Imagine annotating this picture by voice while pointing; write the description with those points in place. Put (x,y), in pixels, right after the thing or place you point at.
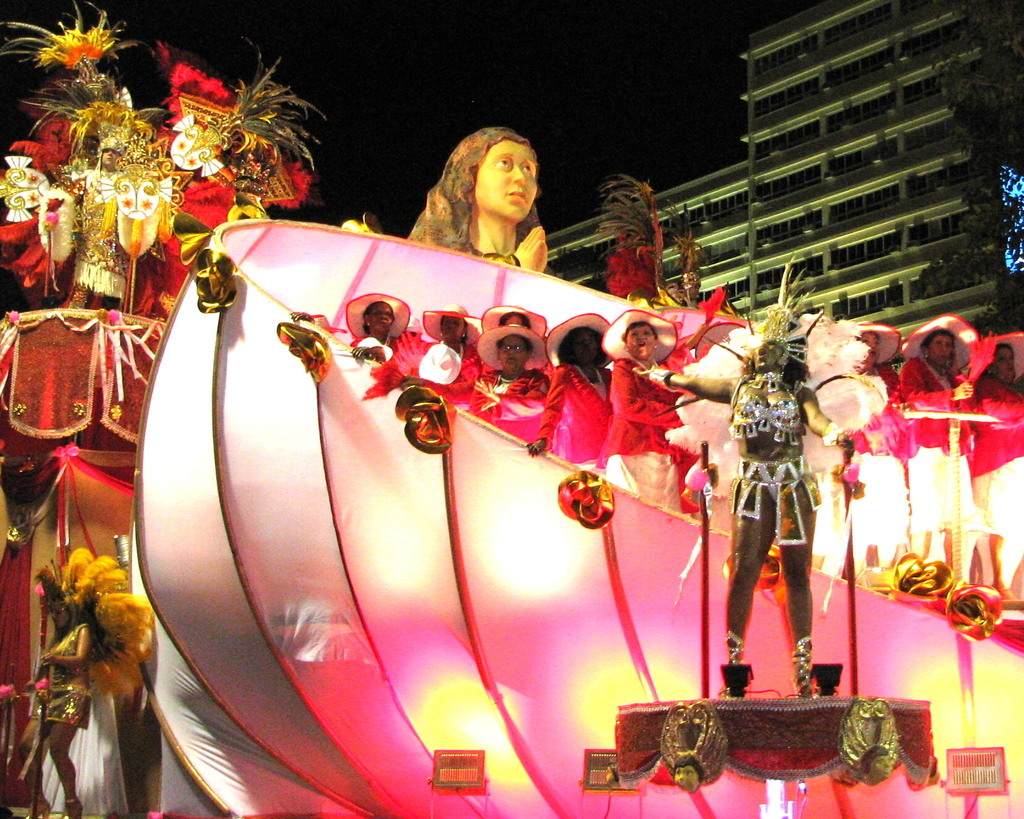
In this image we can see a few people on the stage (906,629), they are wearing hats (621,329), there are lights (979,755), there are statues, plants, there is a person (88,682) wearing different costume (100,179), there are buildings (835,214), windows (884,204), tree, and the background (511,54) is dark.
